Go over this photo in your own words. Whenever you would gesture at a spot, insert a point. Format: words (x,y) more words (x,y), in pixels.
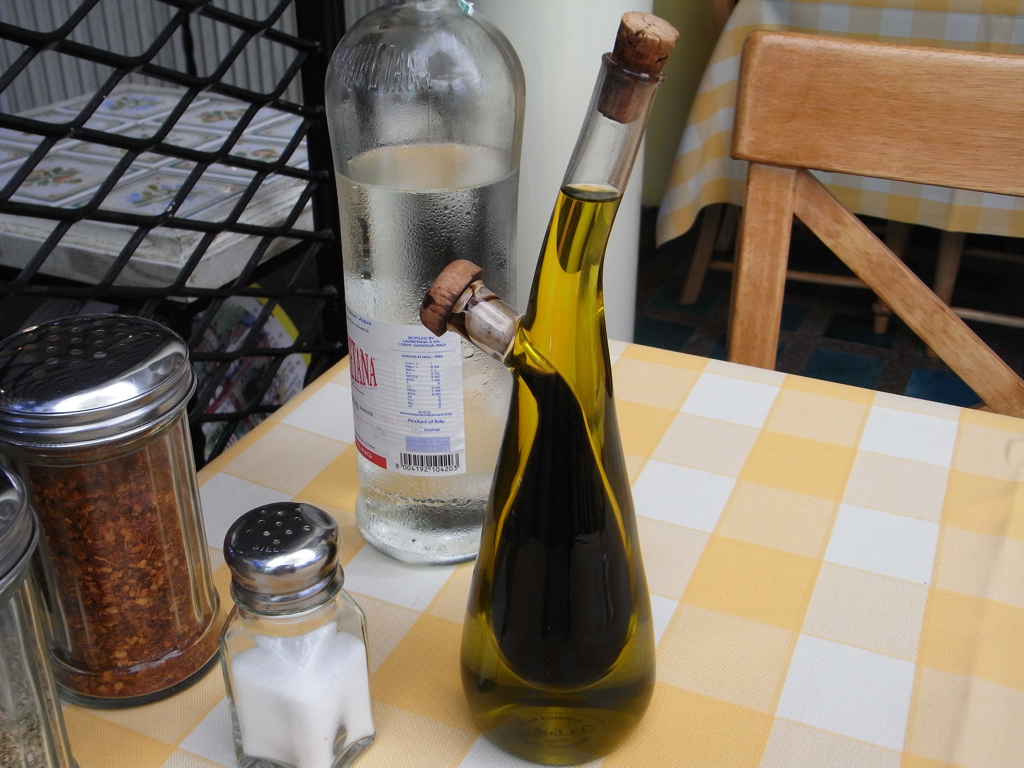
on the table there are bottles (495,418) near the table (1020,428) there is a chair (875,51).
